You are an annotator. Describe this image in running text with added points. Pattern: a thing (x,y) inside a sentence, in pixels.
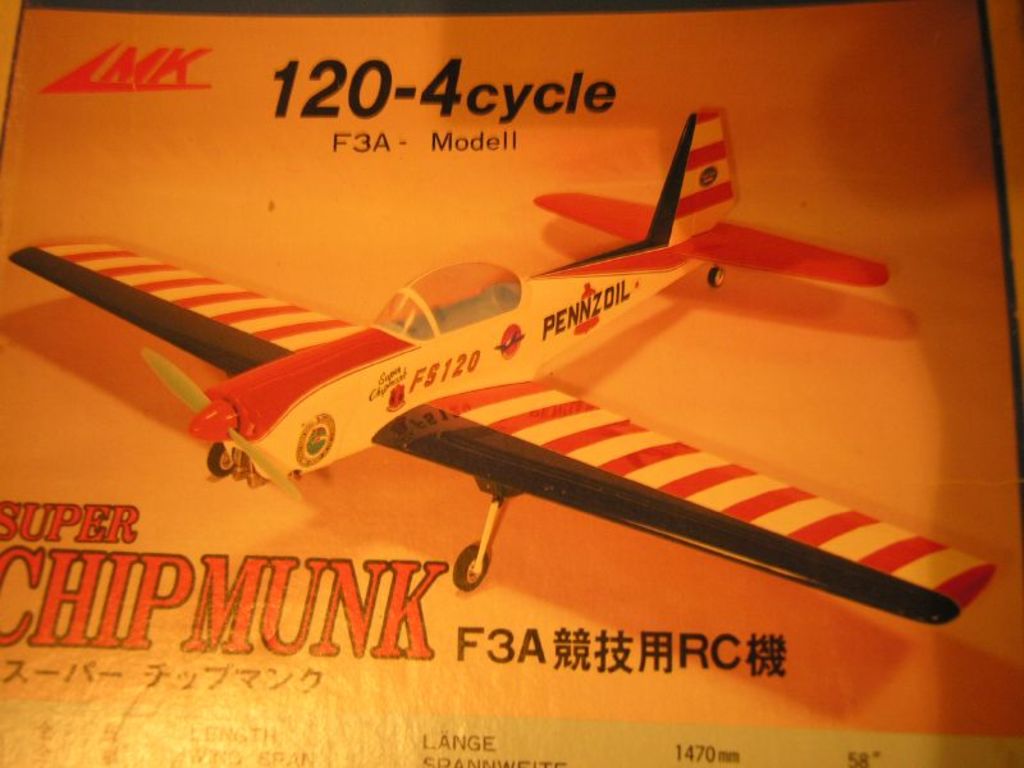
Here we can see poster (415,568), in this poster (409,424) we can see an airplane (549,464).
